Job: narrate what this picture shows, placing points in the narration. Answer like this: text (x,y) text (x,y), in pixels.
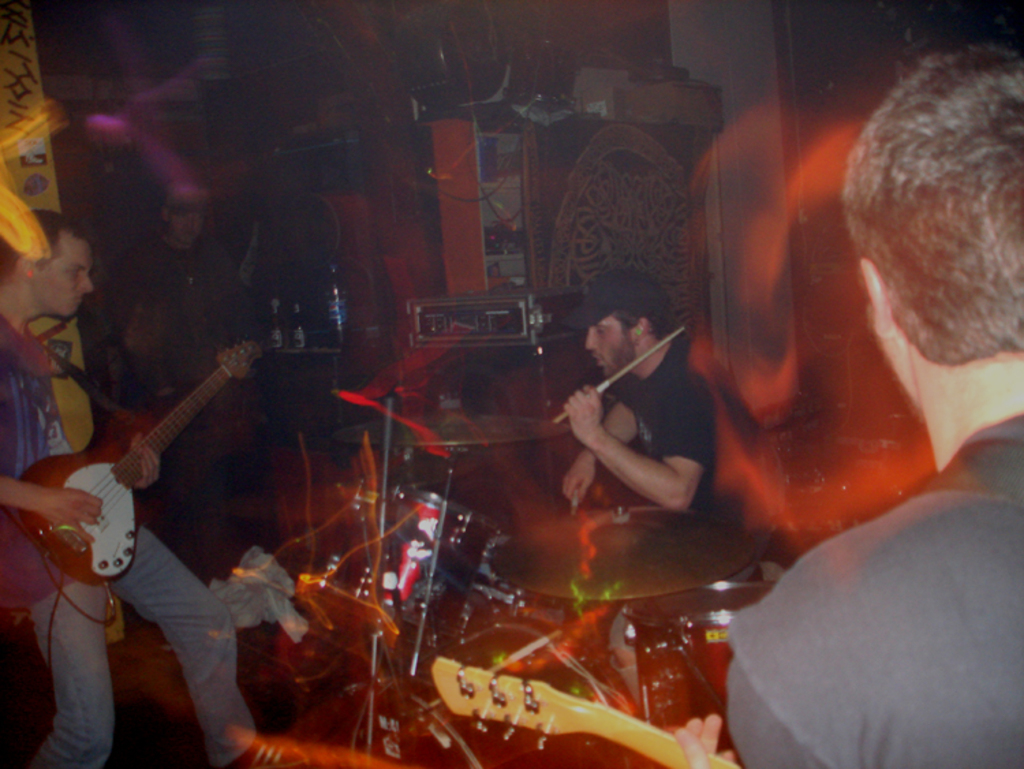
This picture is clicked in musical concert. On the left bottom of the picture (212,632), we see man (43,440) in blue t-shirt (40,451) is holding guitar (70,546) in his hands (86,521) and playing it. In the middle of the picture (671,363), man (620,433) in black t-shirt (668,400) is playing drums (569,654). Behind them, we see a cupboard (491,269) and a table (294,354) on which water bottle (333,295) is placed.
